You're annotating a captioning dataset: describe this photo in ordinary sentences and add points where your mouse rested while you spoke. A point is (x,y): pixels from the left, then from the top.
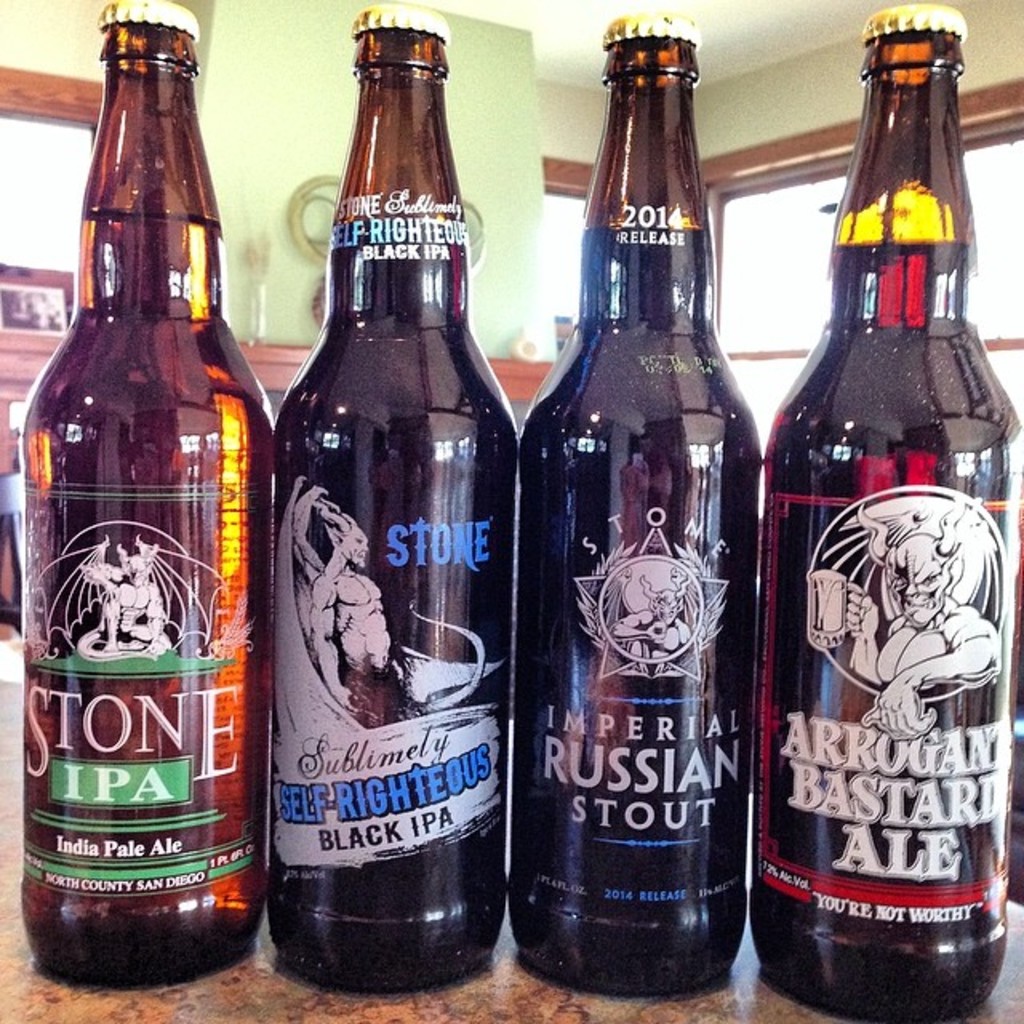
We can see four bottles (506,701) on the table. On the background (268,25) we can see wall (273,157), glass window (766,239) and objects (255,305).
